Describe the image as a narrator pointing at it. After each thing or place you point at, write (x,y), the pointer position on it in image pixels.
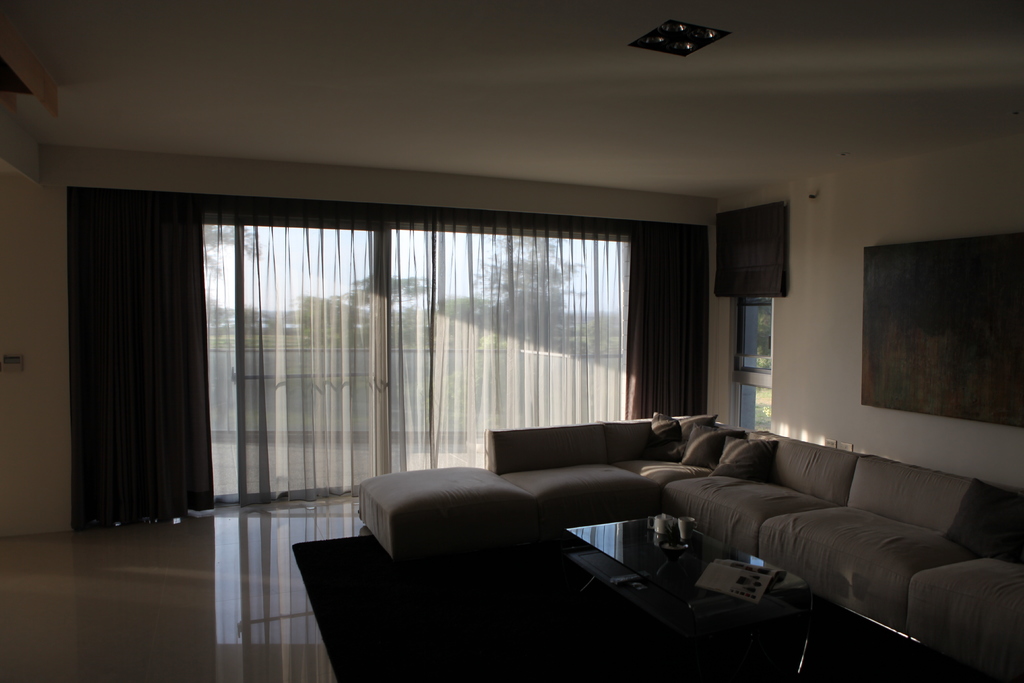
In this picture we can see a room (585,421) with sofa (909,504) pillows (659,436) on it, cups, papers (745,581) on table (629,554) and windows (426,313) with curtains (408,339), wall (711,336) with frames (890,347).
